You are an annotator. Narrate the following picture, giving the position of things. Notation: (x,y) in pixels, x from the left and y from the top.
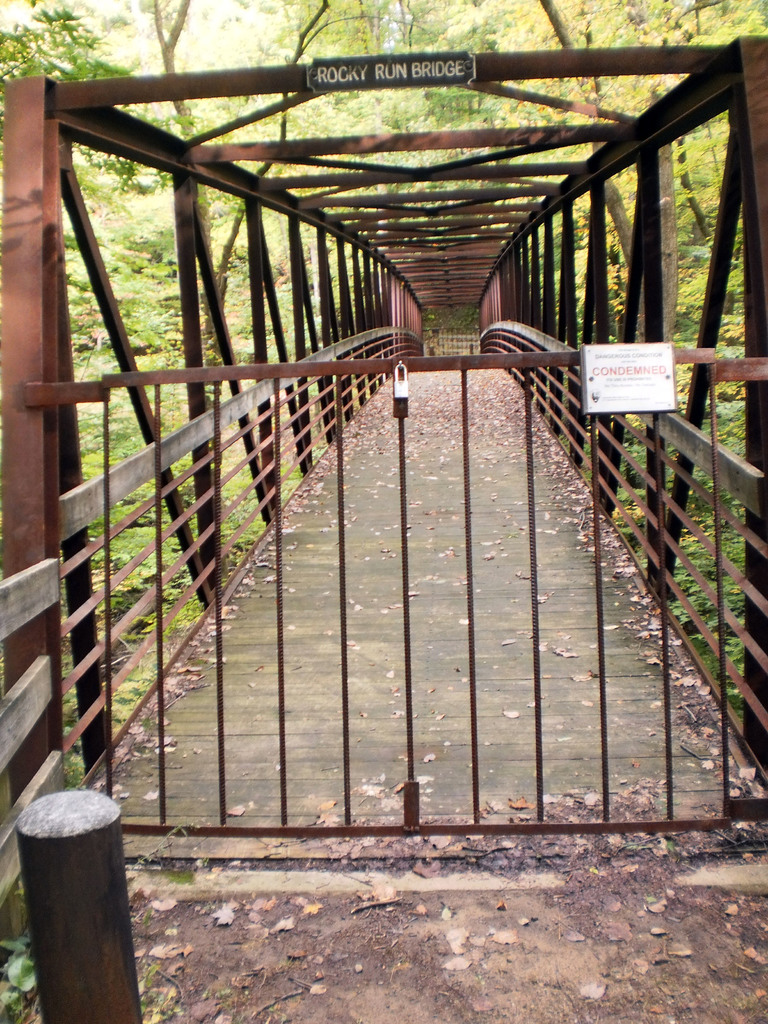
In the center of the image (448,670) there is a bridge (94,116). At the bottom (425,826) we can see a gate (319,830). In the background (169,409) there are trees (702,169).
